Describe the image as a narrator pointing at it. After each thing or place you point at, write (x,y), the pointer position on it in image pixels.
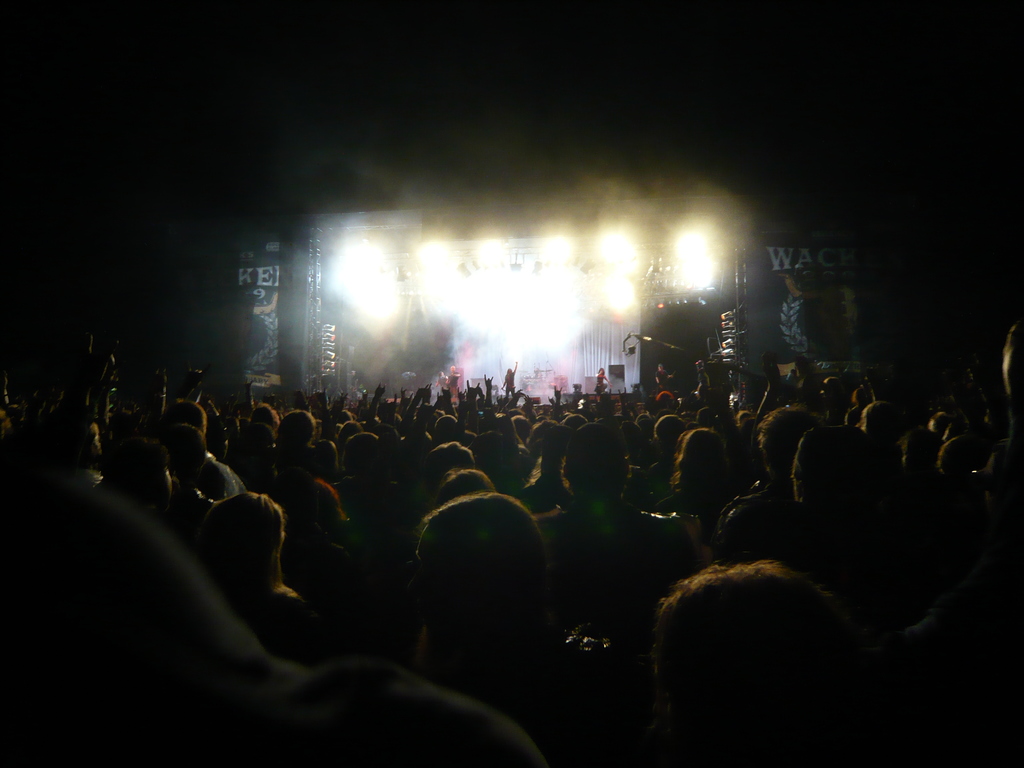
In the image in the center (503,372) we can see one stage (596,361). On the stage (597,359), we can see few people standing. And we can see lights (612,256), banners (771,295), speakers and few other objects (555,383). In the bottom of the image, we can see a group of people (607,448) were standing.
